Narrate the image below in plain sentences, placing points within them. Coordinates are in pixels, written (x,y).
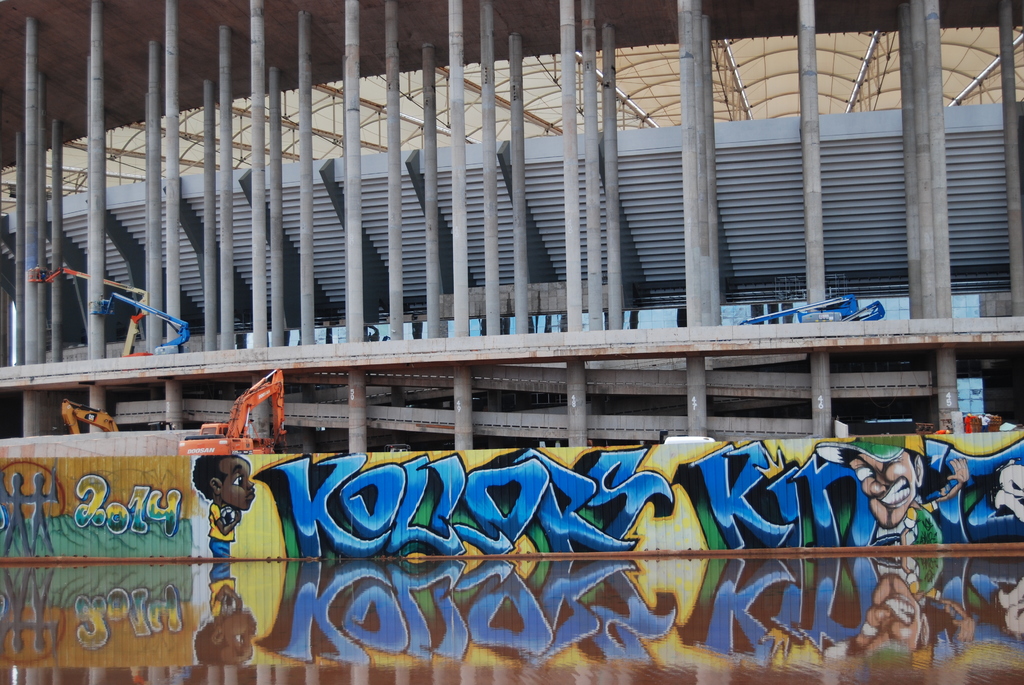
In the foreground of this image (590,638) we can see the reflection (260,596) of the painting (212,628) of a person (225,604) and the reflection (317,606) of text (564,606) and numbers (176,606). In the center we can see an object (236,468) on which we can see the painting (223,492) of persons (876,481) and painting (565,517) of text (340,512) and numbers (170,522). In the background (301,404) we can see the pillars (253,25), cranes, roof (542,110) and some other objects (558,345).
